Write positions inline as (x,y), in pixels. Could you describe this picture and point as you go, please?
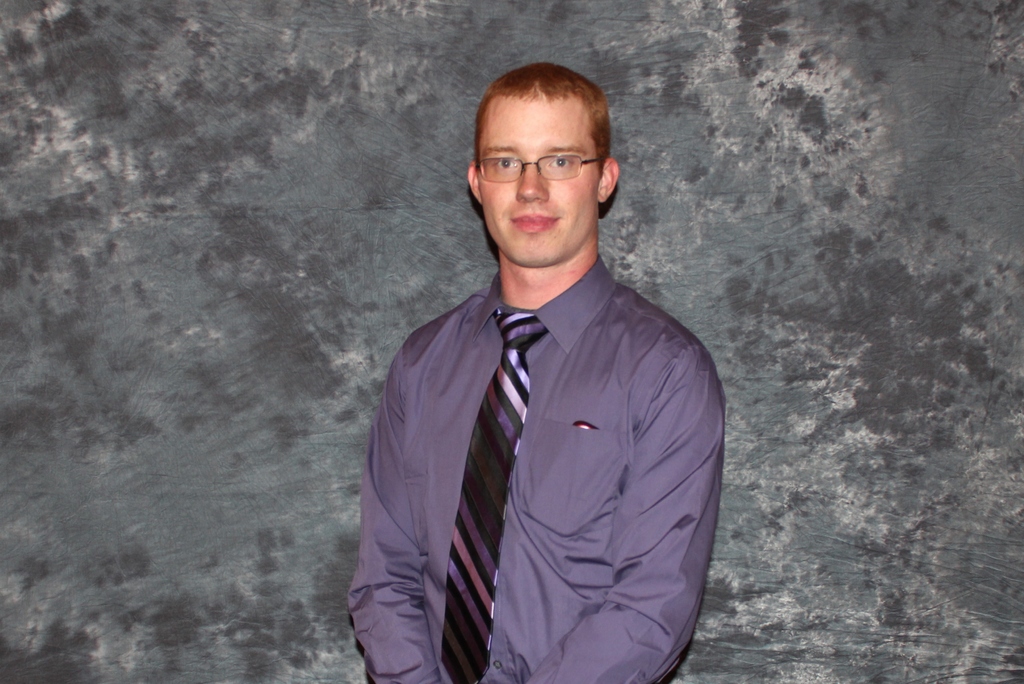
Here I can see a man (517,415) wearing a shirt (597,462), tie (505,392), standing, smiling and giving pose for the picture. In the background (793,210) there is a wall (839,417).
